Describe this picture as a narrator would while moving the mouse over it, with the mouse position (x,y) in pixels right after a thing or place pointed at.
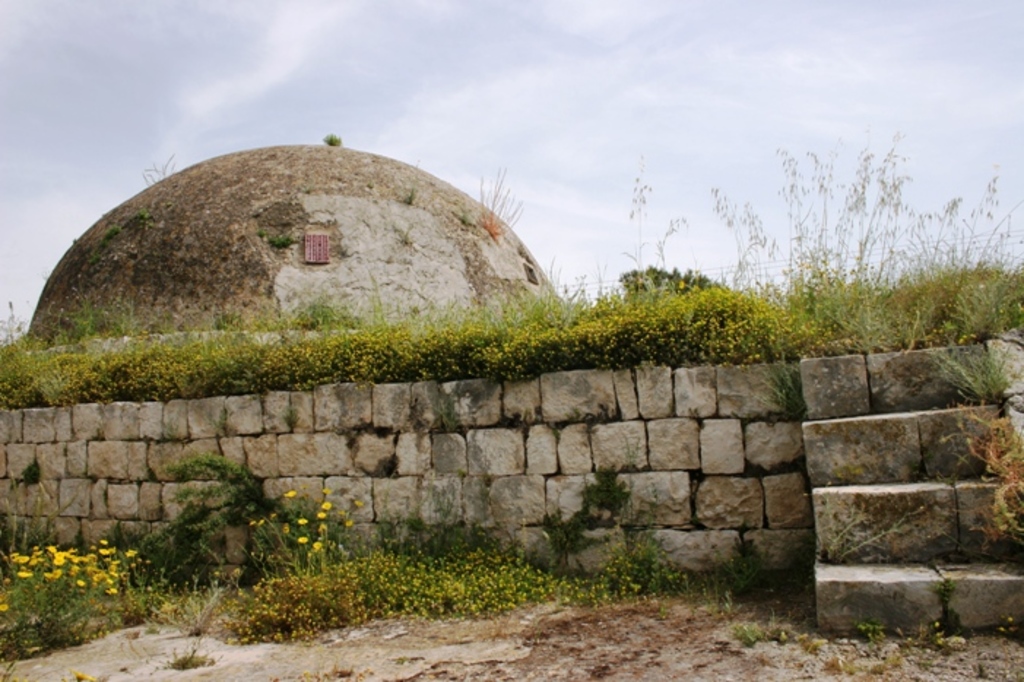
In this picture there is wall (623,414) at the bottom side of the image (576,459) and there are stairs (865,499) on the right side of the image (833,443), there is greenery (865,316) in the image.
